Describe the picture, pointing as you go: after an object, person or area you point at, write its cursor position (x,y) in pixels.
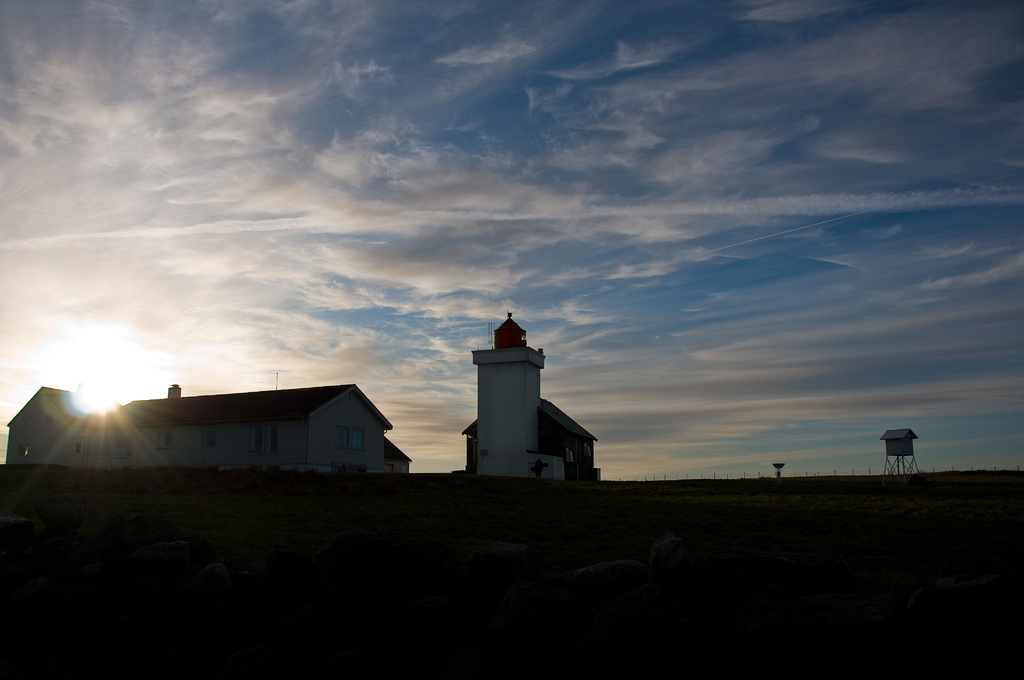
In the center of the image (510,453) we can see a tower (498,434) and their sheds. In the background (697,182) there is sky (481,27).
